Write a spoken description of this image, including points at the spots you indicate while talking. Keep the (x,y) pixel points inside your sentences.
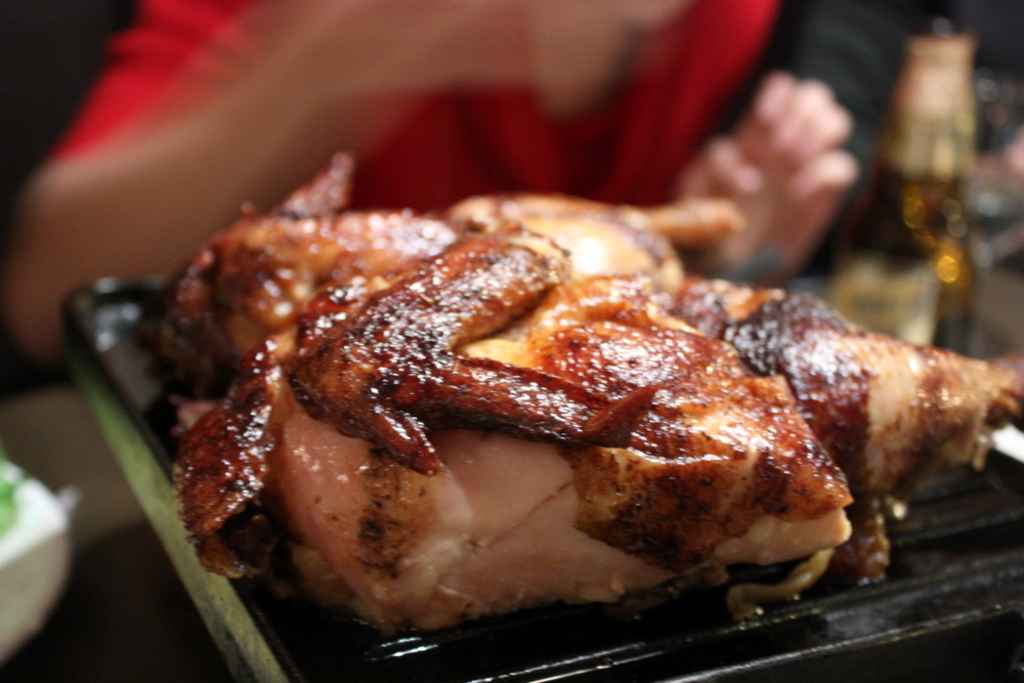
In this picture there is a chicken (455,398) in the center of the image (459,445) on a grill (891,593) and there is a bottle (888,238) and a man (677,149) at the top side of the image (508,130).
